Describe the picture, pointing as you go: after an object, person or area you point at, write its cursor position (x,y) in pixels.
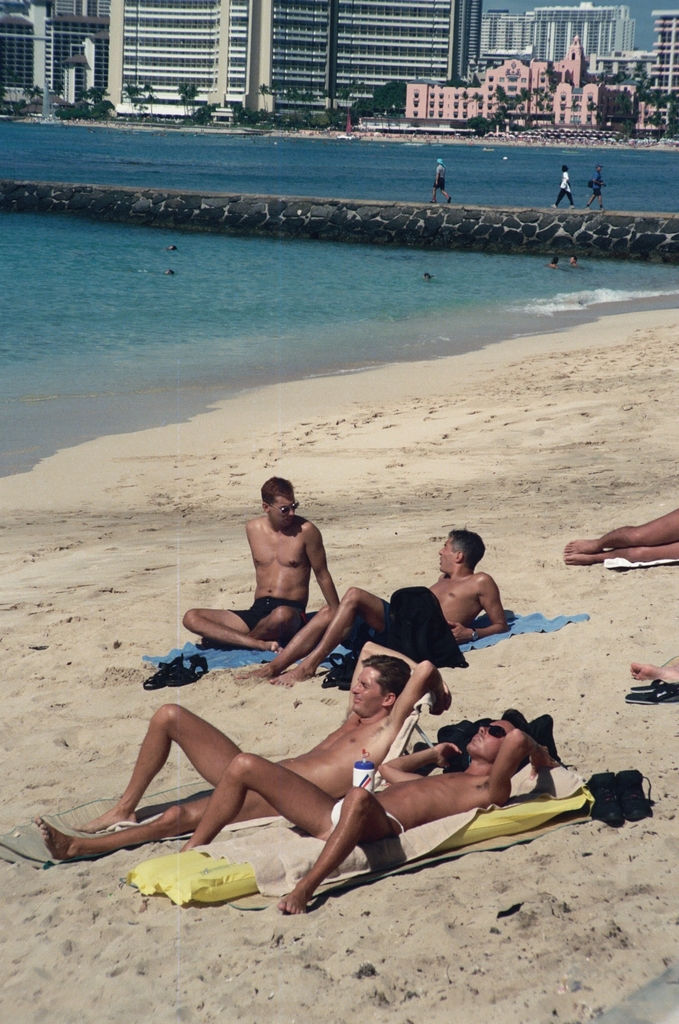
In this image I can see group of people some are sitting and some are laying on the sand (494,861). Background (174,285) I can see water (349,343), trees (324,114) in green color, few buildings (234,67) in white, cream and pink color, and the sky (648,34) is in blue color.
